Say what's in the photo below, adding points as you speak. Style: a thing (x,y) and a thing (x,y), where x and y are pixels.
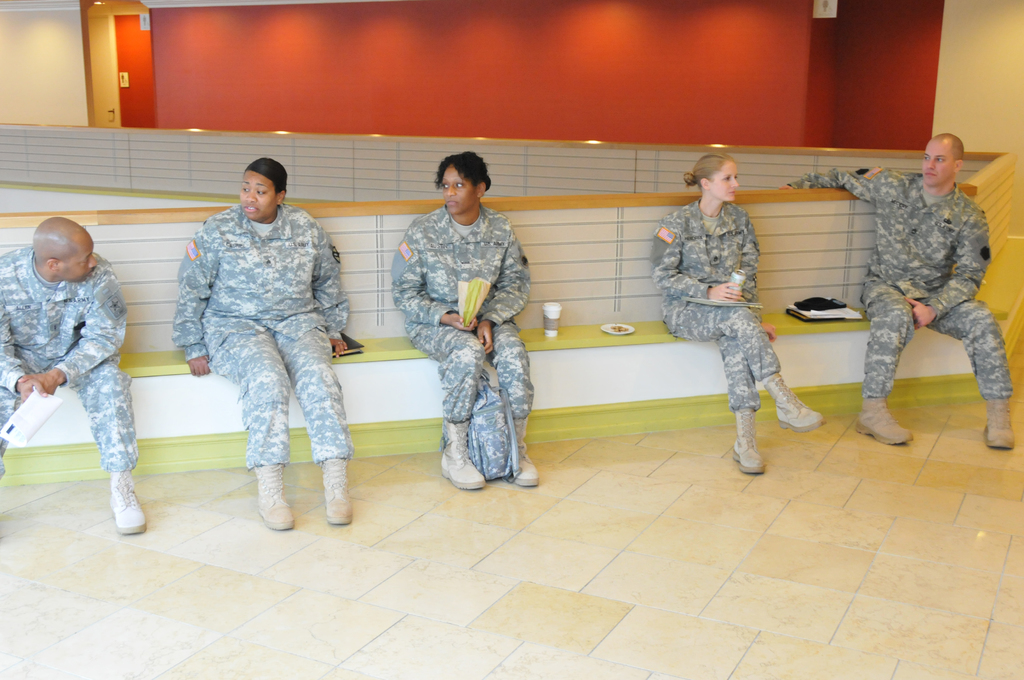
In this image, we can see people (450,264) sitting on the bench (795,326) and are wearing uniforms (313,226) and holding objects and we can see a plate (612,333), glass (548,321) and some papers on the bench (538,328) and there is a bag (506,414). In the background (451,84), there is a wall (550,119) and we can see some boards (147,16) and lights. At the bottom (367,561), there is a floor (293,628).
